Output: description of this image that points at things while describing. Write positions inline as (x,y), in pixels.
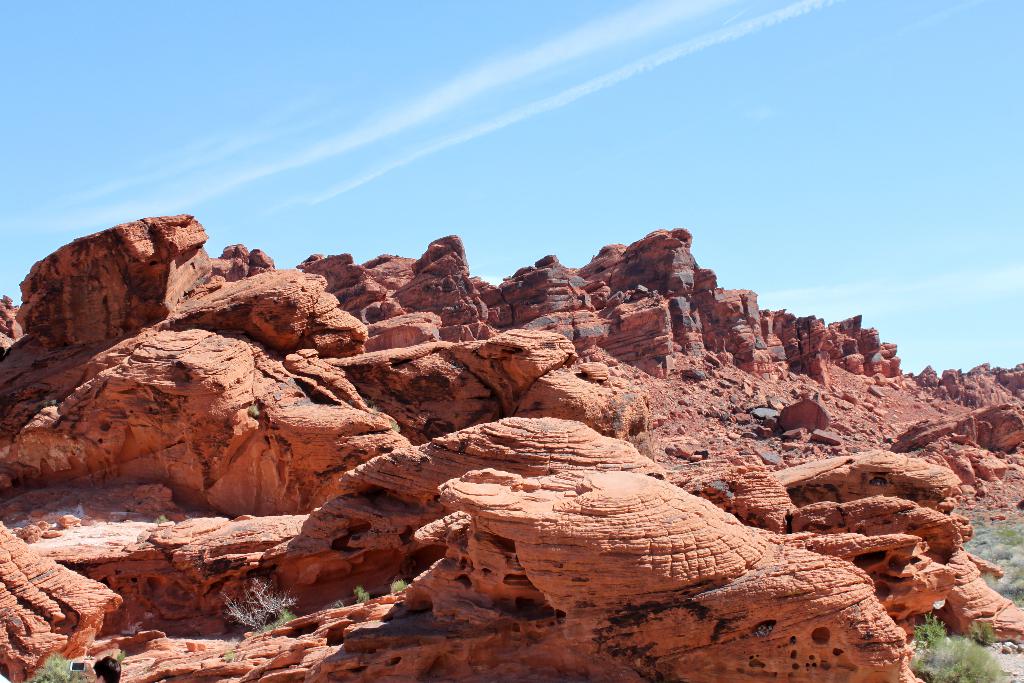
In this image, we can see some rock hills (530,501). We can see some grass (967,642). We can see the sky (671,142) with clouds (793,15).
